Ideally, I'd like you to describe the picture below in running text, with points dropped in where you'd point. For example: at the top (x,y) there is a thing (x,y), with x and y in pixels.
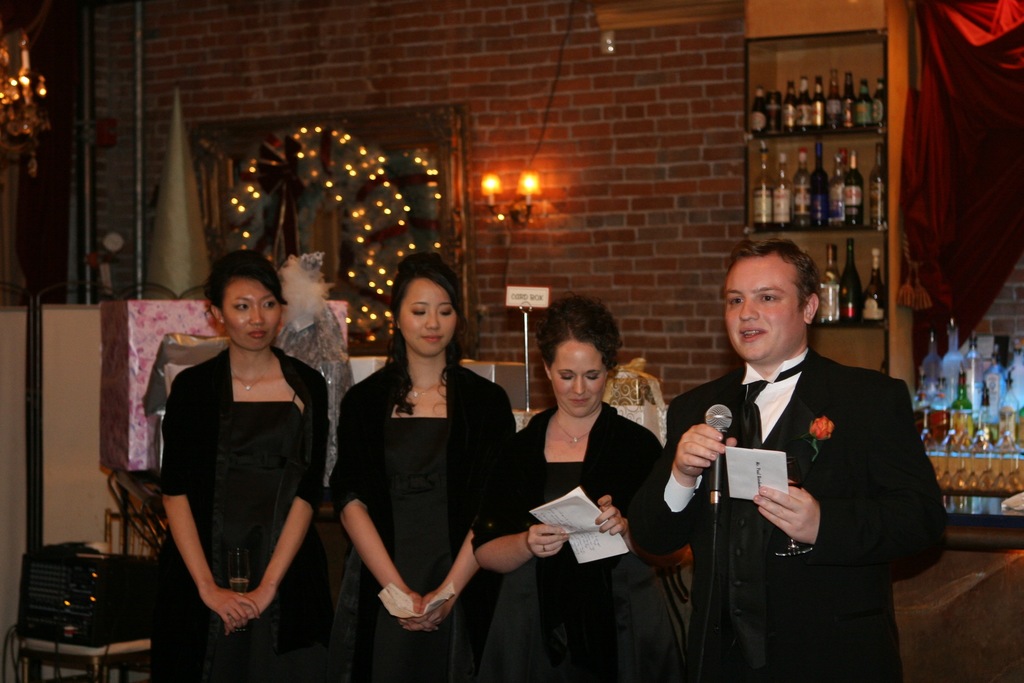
In this image we can see some persons (428,496) holding some objects (566,524). In the background of the image (396,264) there are some lights (520,211), bottles (834,185), wall (648,118) and other objects (1017,175).
